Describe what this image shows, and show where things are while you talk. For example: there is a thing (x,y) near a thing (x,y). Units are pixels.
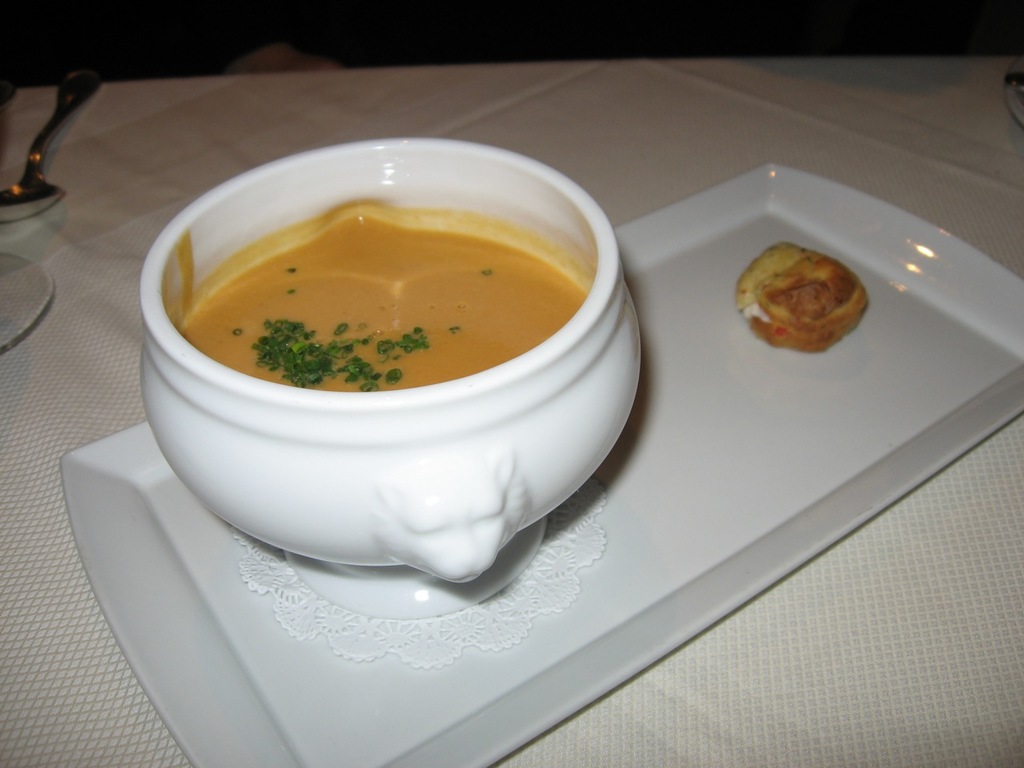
In this picture we can see a bowl (145,376) and food items (487,357) on a tray (189,572) and these all are placed on a table (328,91).
